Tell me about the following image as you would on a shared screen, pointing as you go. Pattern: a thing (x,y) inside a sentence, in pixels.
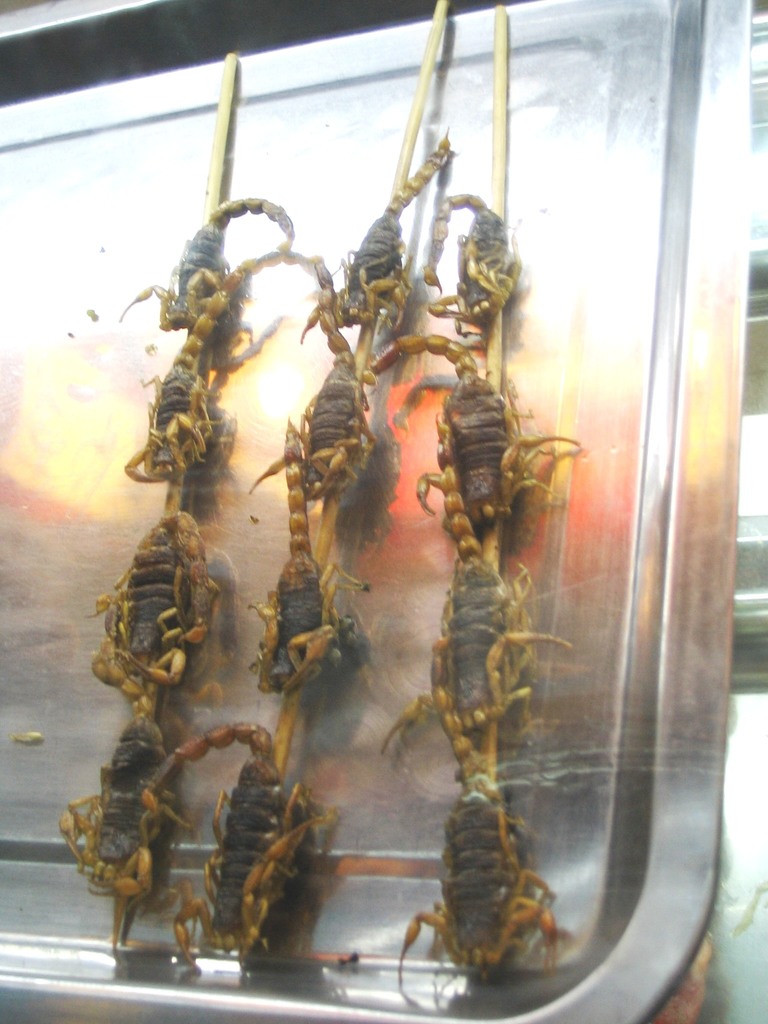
In this picture we can see sticks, animals (359,393) are on a metal object (649,101) and in the background (751,422) we can see some objects (89,65).
